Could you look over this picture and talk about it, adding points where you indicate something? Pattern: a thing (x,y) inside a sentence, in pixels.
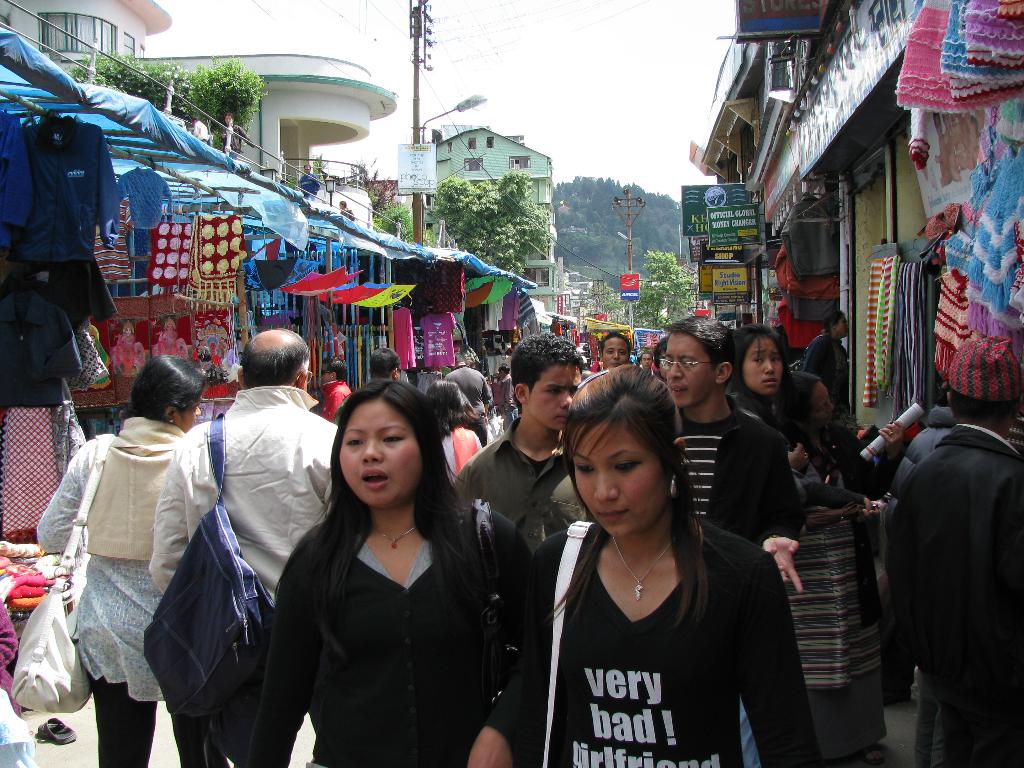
In this image there are group of people (470,471) who are walking and some of them are talking, and some of them are wearing bags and some of them are holding something. On the right side (819,262) and left side (64,351) there are some stores (297,273), and in the stores (297,273) we could see some clothes (882,287), dresses (956,297) and some other objects (919,297). In the background (548,201) there are some buildings (441,146), poles (415,52), street lights (452,111), wires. At the bottom (67,749) there is a walkway (81,745).
